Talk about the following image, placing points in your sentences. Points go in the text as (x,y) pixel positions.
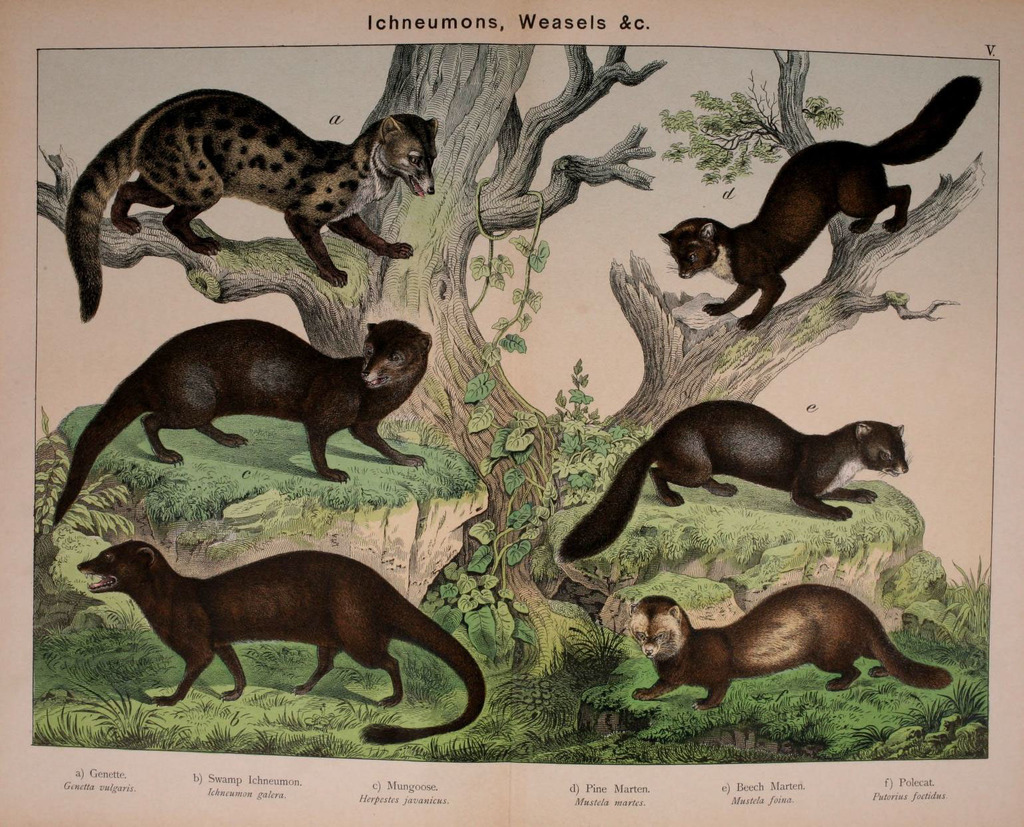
In this image I can see four animals (368,423) on grass (600,652) and two animals (172,201) on tree trunks (678,325). In the background (539,377) I can see grass (400,436), plants (561,470), text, creepers (492,360) and the sky (578,331). This image looks like a paper cutting of a book.
